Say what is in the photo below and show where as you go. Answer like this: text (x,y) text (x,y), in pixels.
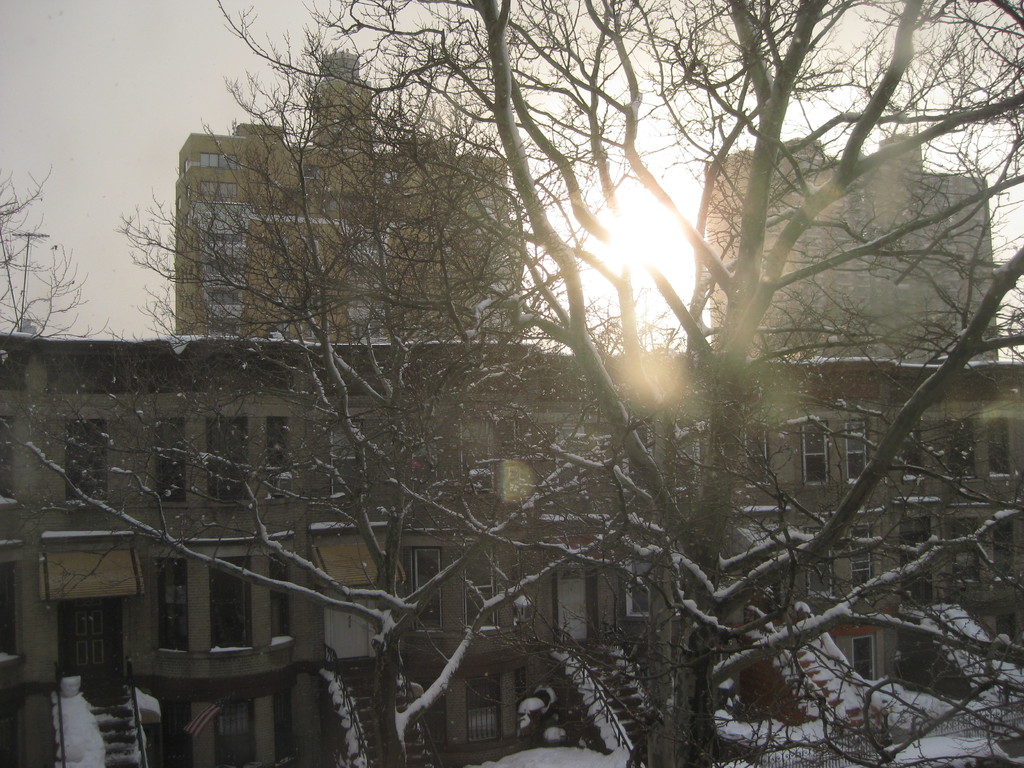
In this image there are few trees (708,726). Behind there are buildings (313,438). Top of image (650,222) there is sky (112,90) having sun (634,250). Left bottom there is a door (81,656) to the building (50,647). Before it there is a staircase (103,724) which is covered with snow (75,737).
